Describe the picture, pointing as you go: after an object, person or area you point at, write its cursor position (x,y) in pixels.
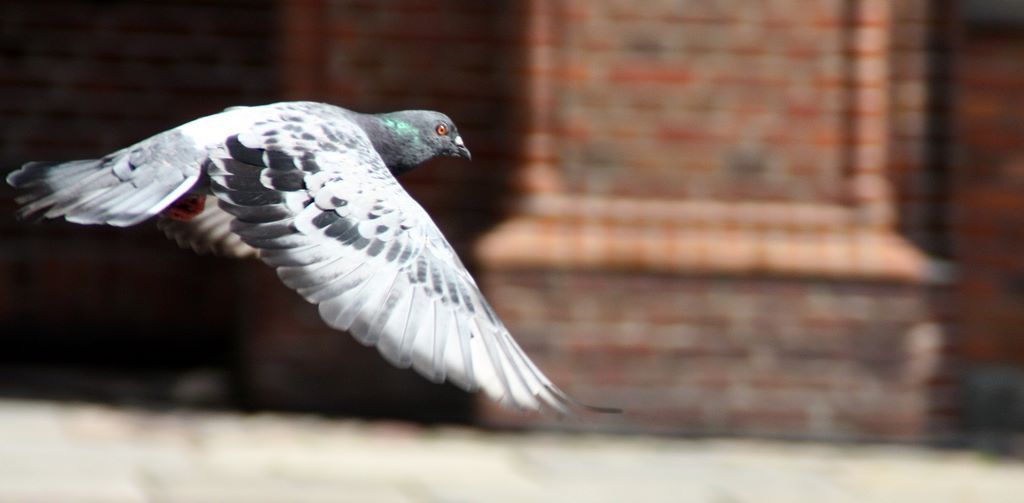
In this image I can see the bird (413,147) is flying in the air (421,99). The bird (359,166) is in white and black color. Background (317,73) is blurred.
